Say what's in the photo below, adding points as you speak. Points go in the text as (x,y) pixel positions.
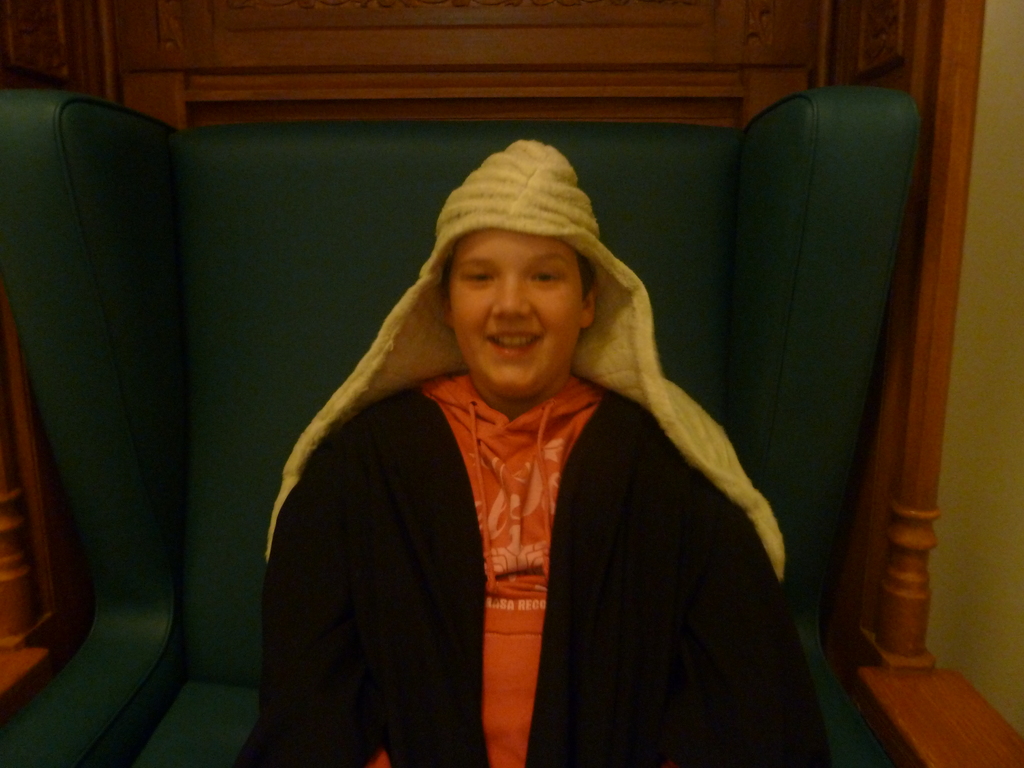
A person (556,339) is sitting in the sofa chair (748,460) and also smiling.
